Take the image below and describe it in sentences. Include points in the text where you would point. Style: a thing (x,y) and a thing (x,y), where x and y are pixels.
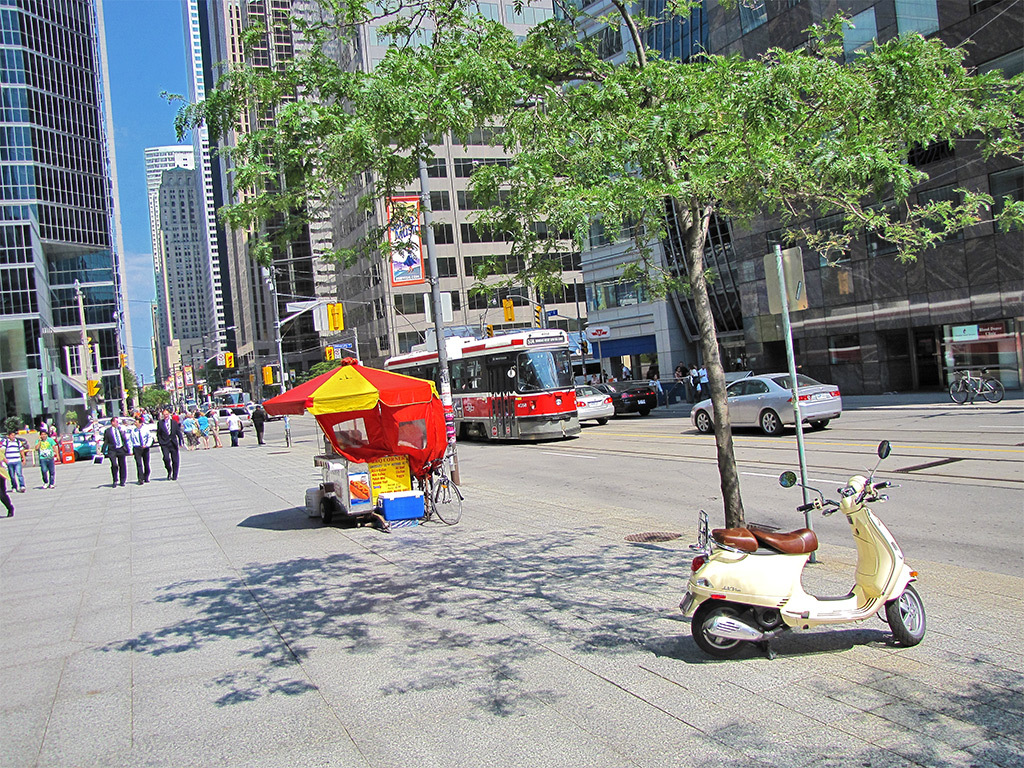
In the center of the image (371,295) there are buildings (756,320). at the bottom (901,616) we can see vehicles (485,388) on the road (992,527) and there is a hot dog cart (362,507). On the left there are people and we can see a trees (689,250). There are poles (446,376). In the background (150,122) there is sky (145,229).
